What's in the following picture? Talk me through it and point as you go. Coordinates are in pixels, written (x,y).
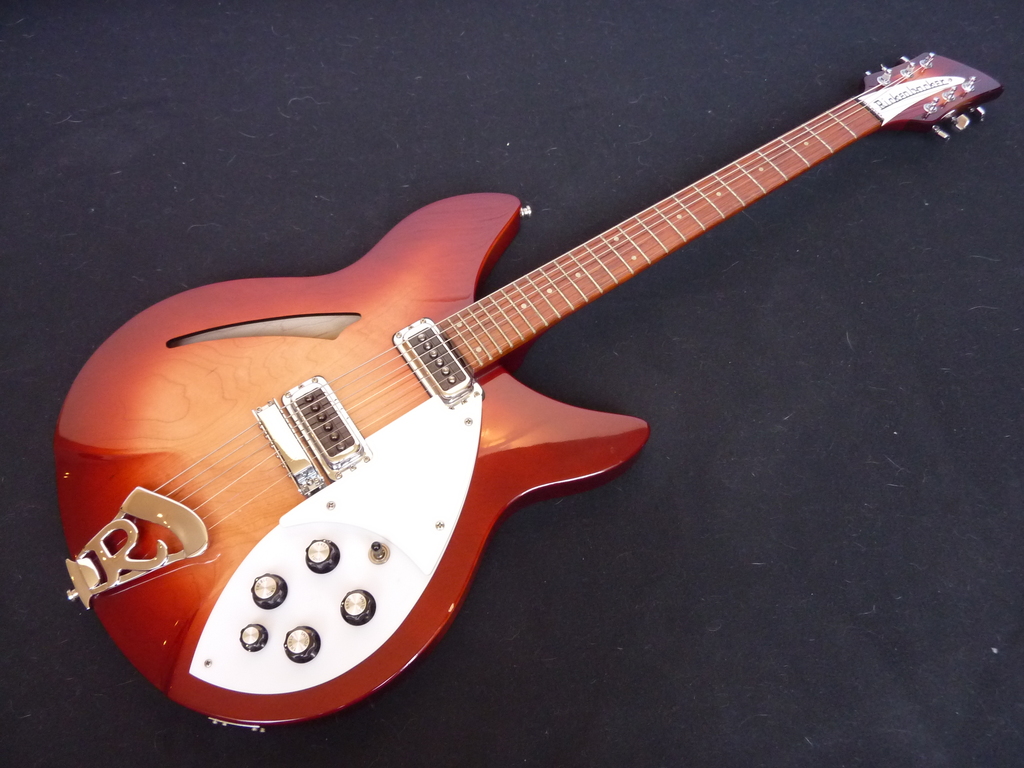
In this image there is a guitar (406,247) with multiple colors and it has six strings (217,477) and few knobs (321,543) on it.
